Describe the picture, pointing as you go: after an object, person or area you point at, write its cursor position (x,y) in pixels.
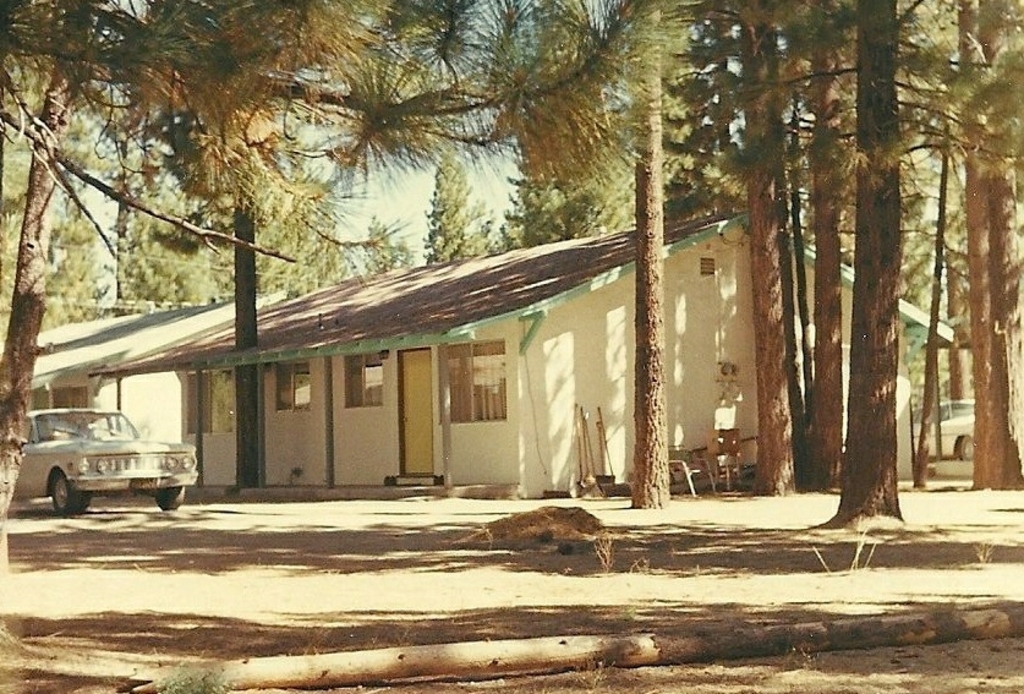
In this picture I can see there is a car (53,463) on to left (63,468) and there is another car (973,406) on to right side (948,408) and there is a building (421,407) here at the center (575,257) and it has windows (467,387) and doors (423,456). The sky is clear.
